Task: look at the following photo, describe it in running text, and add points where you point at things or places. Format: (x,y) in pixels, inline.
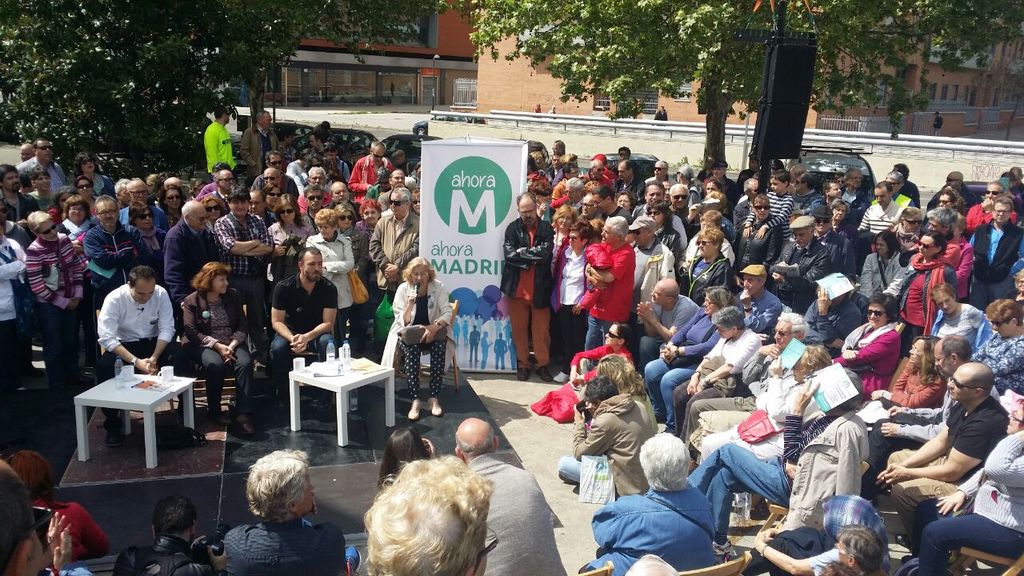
There is a group of people (614,260). some people (629,255) are standing and some people (537,506) are sitting in a chair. There is a table (372,378). There is a glass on a table (311,376). In the center (424,284) we have a person (427,337). She is holding a mic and she is talking. Everyone is listening to her. we can see in the background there is a tree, building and name poster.
